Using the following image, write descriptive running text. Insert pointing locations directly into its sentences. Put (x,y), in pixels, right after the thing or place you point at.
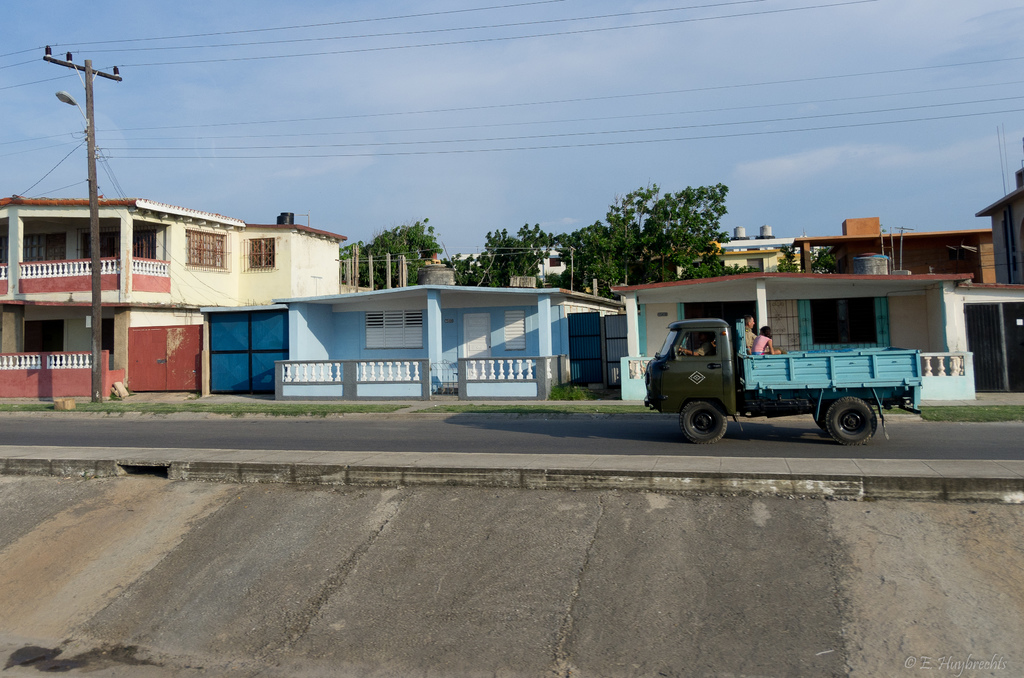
This is an outside view. On the right side (791,399) there is a truck (840,369) on the road (805,448). It is facing towards the left side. In the truck (717,360), I can see few people (703,339) are sitting. In the background (322,352) there are trees (396,253) and buildings (327,314). On the left side (93,143) there is a pole (93,216) beside the road (58,440). At the top of the image (456,133) I can see the sky (492,61) and also there are few cables (240,158).
